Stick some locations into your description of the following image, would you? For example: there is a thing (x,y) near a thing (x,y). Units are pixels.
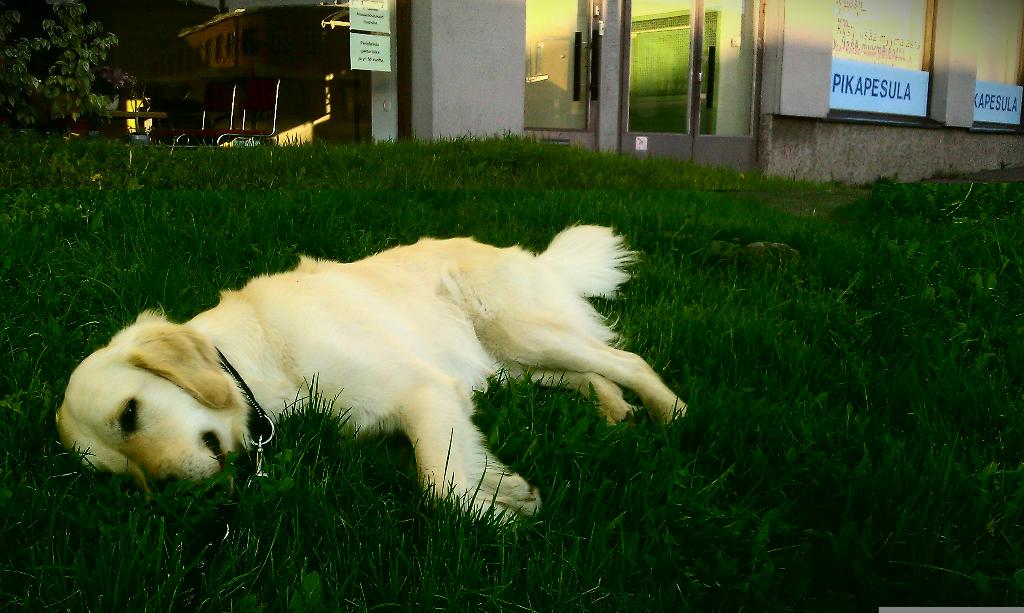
This image is clicked outside. There is grass (840,474) in the middle (622,316). There is a dog (280,311) in the middle (534,254). There is a building (583,87) at the top (515,107). There are trees (83,112) in the top left corner (83,102).
